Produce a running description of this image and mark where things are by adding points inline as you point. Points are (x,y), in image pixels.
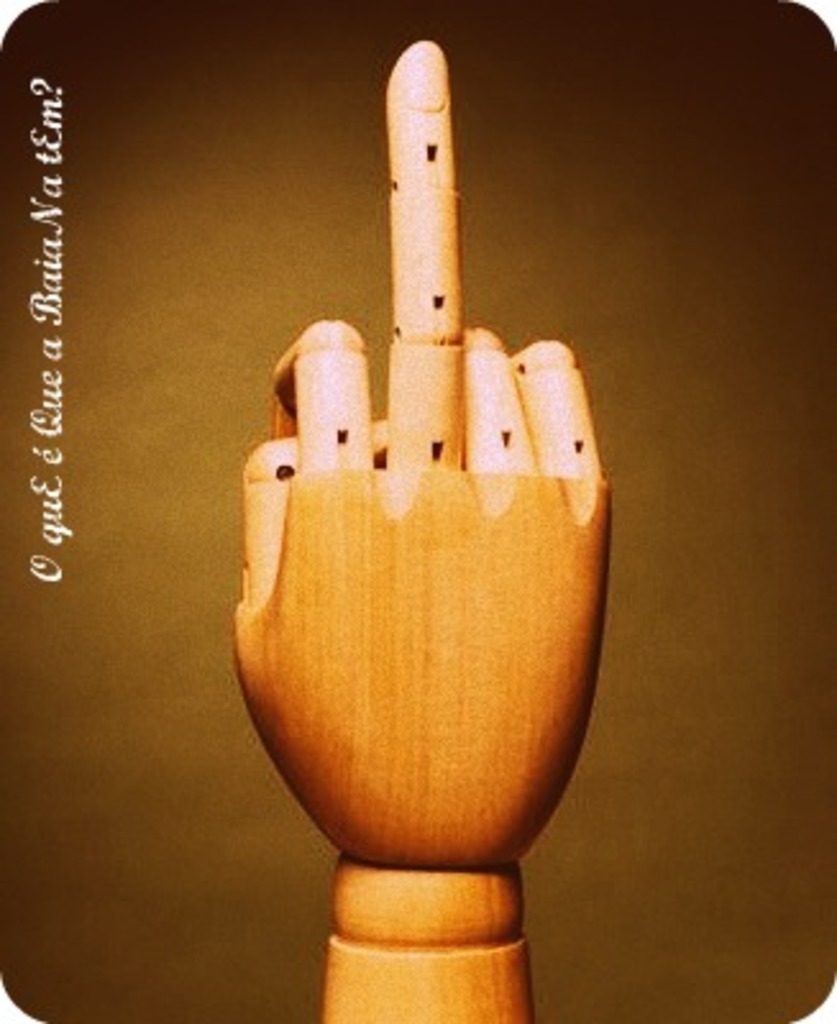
In this image, we can see a wooden hand (542,424) pointing the middle finger (451,445). We can see a watermark (37,319) on the left side (37,305).
